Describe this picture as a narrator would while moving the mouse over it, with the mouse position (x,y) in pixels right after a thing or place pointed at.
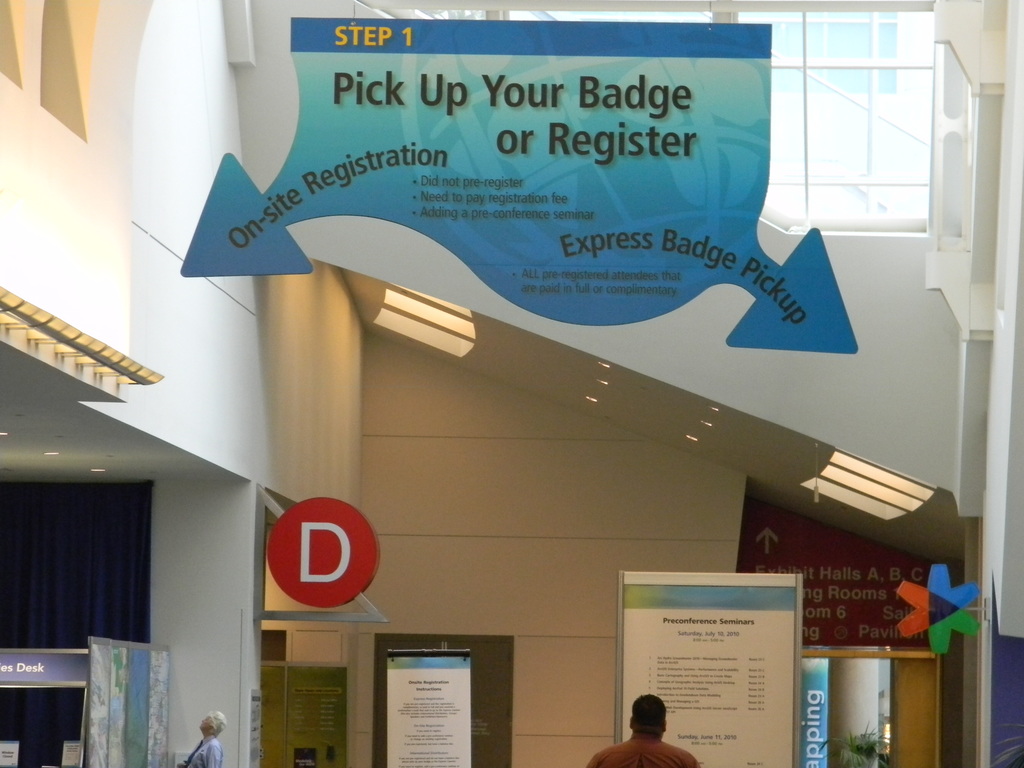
In this image, we can see the inside view of the building (455,418). Here there is a hoarding (566,198). At the bottom (552,515), we can see wall (498,536), pillar (195,633), curtain (112,631), boards (318,599), banners (460,748), plant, few things (963,612), door (929,692). Here we can see two people (647,753). Top of the image (888,202), we can see glass window (895,97). Through the glass (860,117), we can see the outside view. There is a building (886,42) here.
